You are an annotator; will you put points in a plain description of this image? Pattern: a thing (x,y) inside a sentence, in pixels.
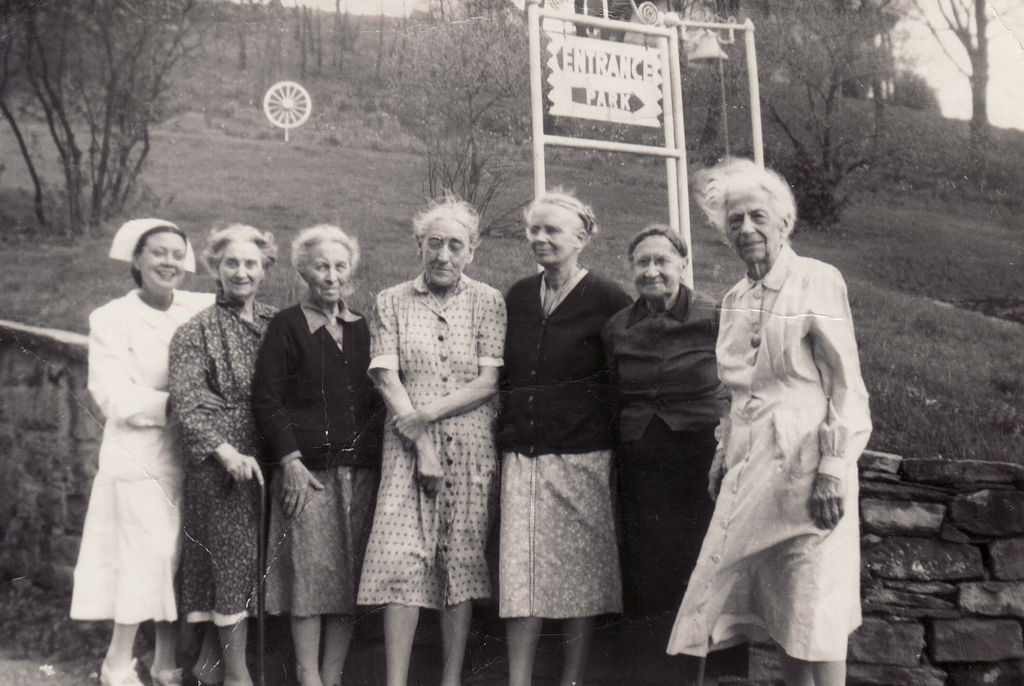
In this picture I can see there are a group of people (351,257) standing and the person (121,399) on left (121,399) is wearing a white dress (122,370) with a white cap (139,221) and the person (225,326) next to her is wearing a black dress (198,392) and the person (321,389) next to her is wearing a black coat (332,399) and a dress (321,503) and the women (581,375) at right (697,418) are wearing coats (682,370) and the person (785,326) at extreme right is wearing a white dress (830,381) and there is a board (647,70) in the backdrop (632,62), there's grass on the floor (423,185), there are trees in the backdrop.
